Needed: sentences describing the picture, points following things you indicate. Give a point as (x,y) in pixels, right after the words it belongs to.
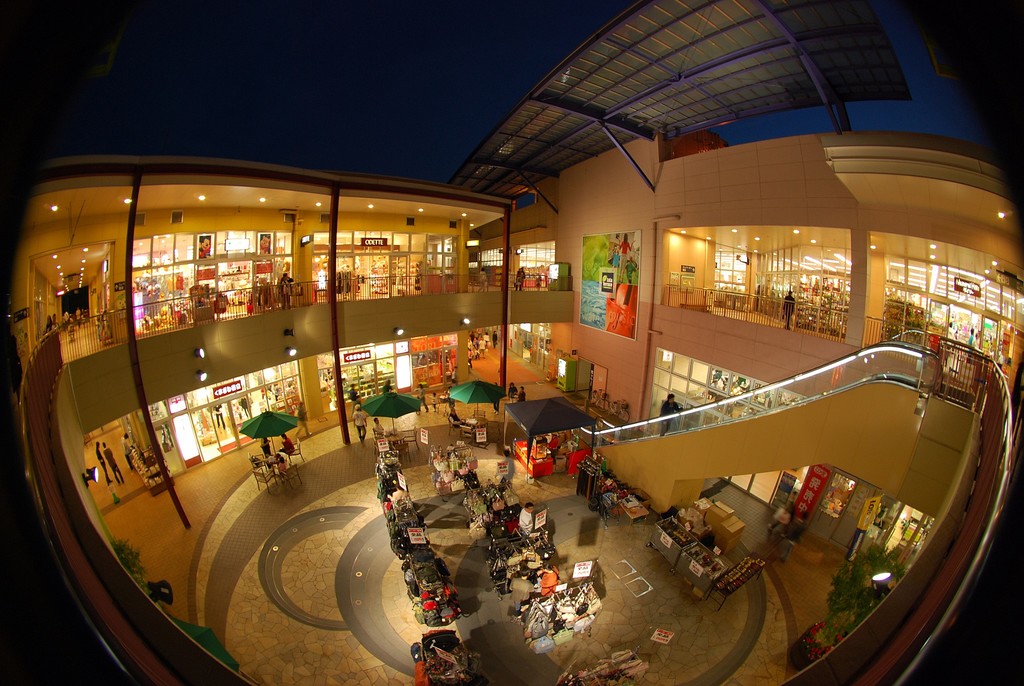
In this image we can see an inside view of a building (463,351), there are tables (511,540), there are chairs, there are a group of persons (554,575), there are objects (546,613) on the tables (552,602), there are umbrellas (373,399), there are doors (233,418), there is wall (310,343), there are lights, there are boards (588,268), there is a plant (845,602), there is roof (630,103) towards the top of the image (688,79), there is the sky (445,69) towards the top of the image (418,63).
